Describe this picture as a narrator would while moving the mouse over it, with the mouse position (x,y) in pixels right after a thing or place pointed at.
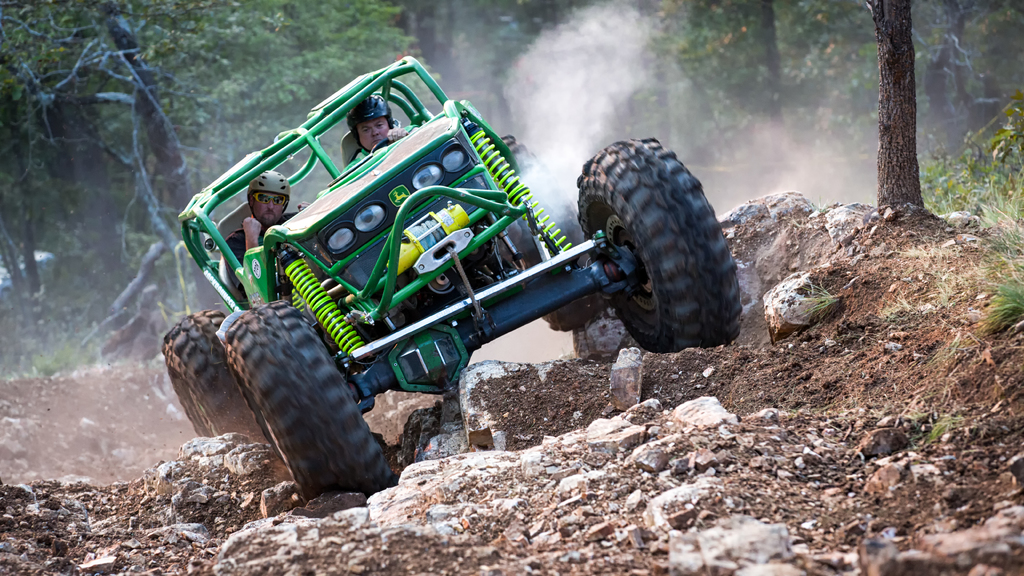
In the image there are two people (378,109) travelling in a vehicle (409,382), they are moving on a rough surface (517,394), around them there are many trees (203,12).
